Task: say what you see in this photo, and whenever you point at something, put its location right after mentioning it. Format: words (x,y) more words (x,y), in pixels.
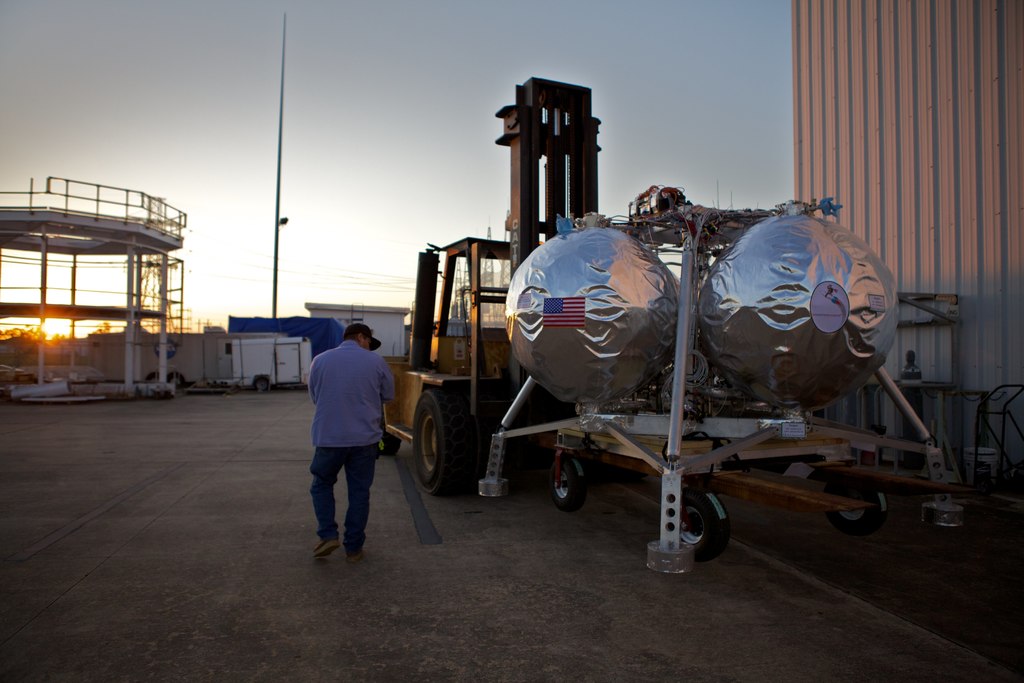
In this picture I can observe two spheres (588,268) which are in silver color on the right side (785,321). There is a person (344,434) walking on the road (254,492). I can observe a pole (273,313). In the background (237,210) there is a sky (315,172). On the left side (61,319) I can observe a sun (66,322) in the sky (76,81).
